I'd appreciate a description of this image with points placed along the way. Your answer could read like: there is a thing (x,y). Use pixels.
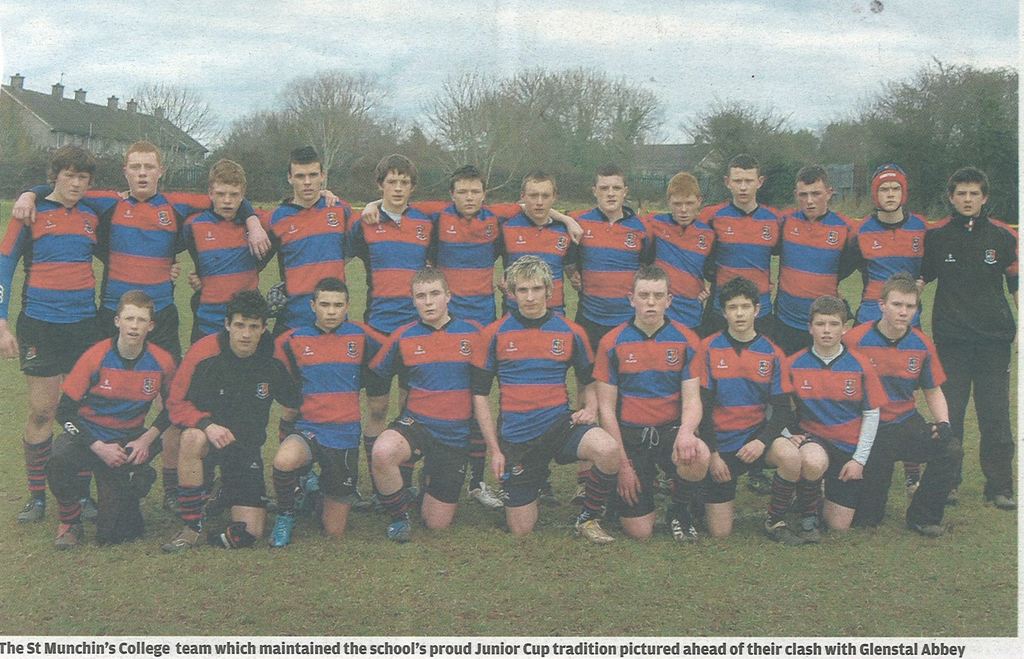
In this picture we can see some people (719,327) in the front (726,397), some of them are standing, at the bottom (651,557) there is grass (601,586), in the background (559,193) we can see a house (119,118) and trees (558,152), there is the sky (547,43) at the top of the picture (572,42), there is some text (322,655) at the bottom (282,642).
